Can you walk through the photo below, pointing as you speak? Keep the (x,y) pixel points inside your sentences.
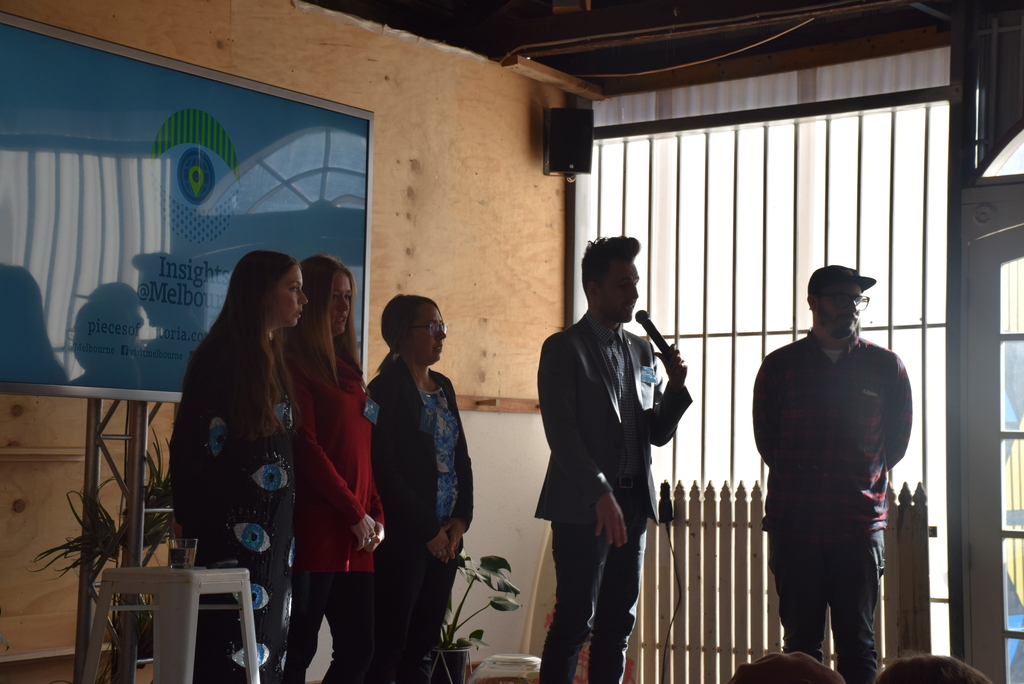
In this picture we can see five people (834,610) and there is a man (617,253) talking on the mike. Here we can see a stool (246,649), plants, fence (695,572), and a glass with liquid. Here we can see a screen (89,365), wall (416,289), and a glass door (969,255).
